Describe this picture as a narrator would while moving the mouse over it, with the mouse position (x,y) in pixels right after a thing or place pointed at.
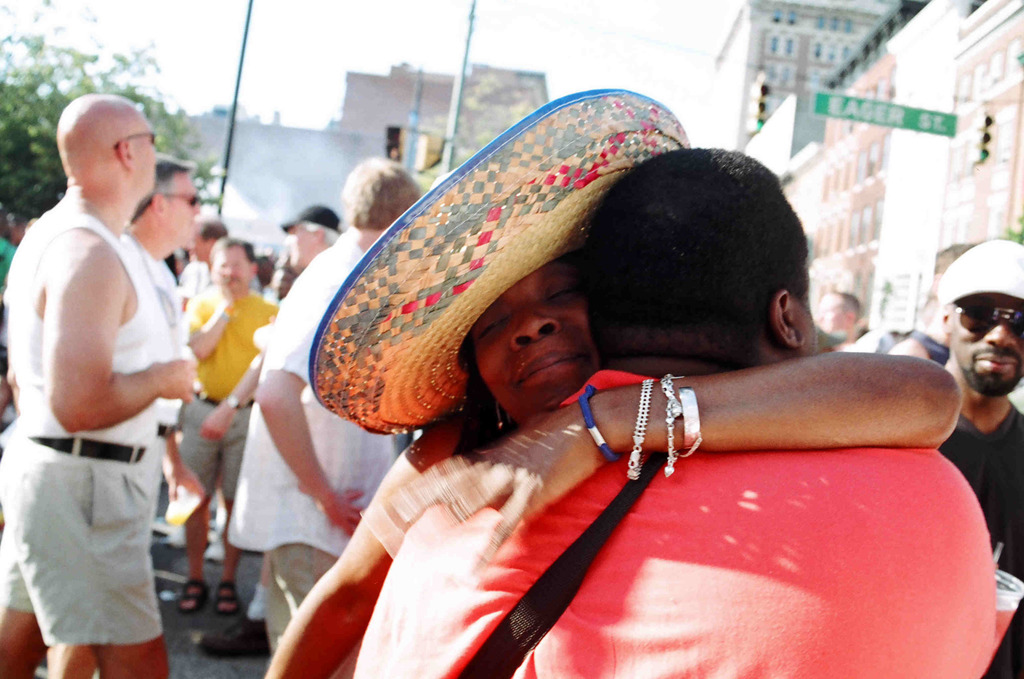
There is a couple (547,423) standing and hugging each other and there are few persons (304,237) behind them and there are buildings (857,146) in the background (720,99).
